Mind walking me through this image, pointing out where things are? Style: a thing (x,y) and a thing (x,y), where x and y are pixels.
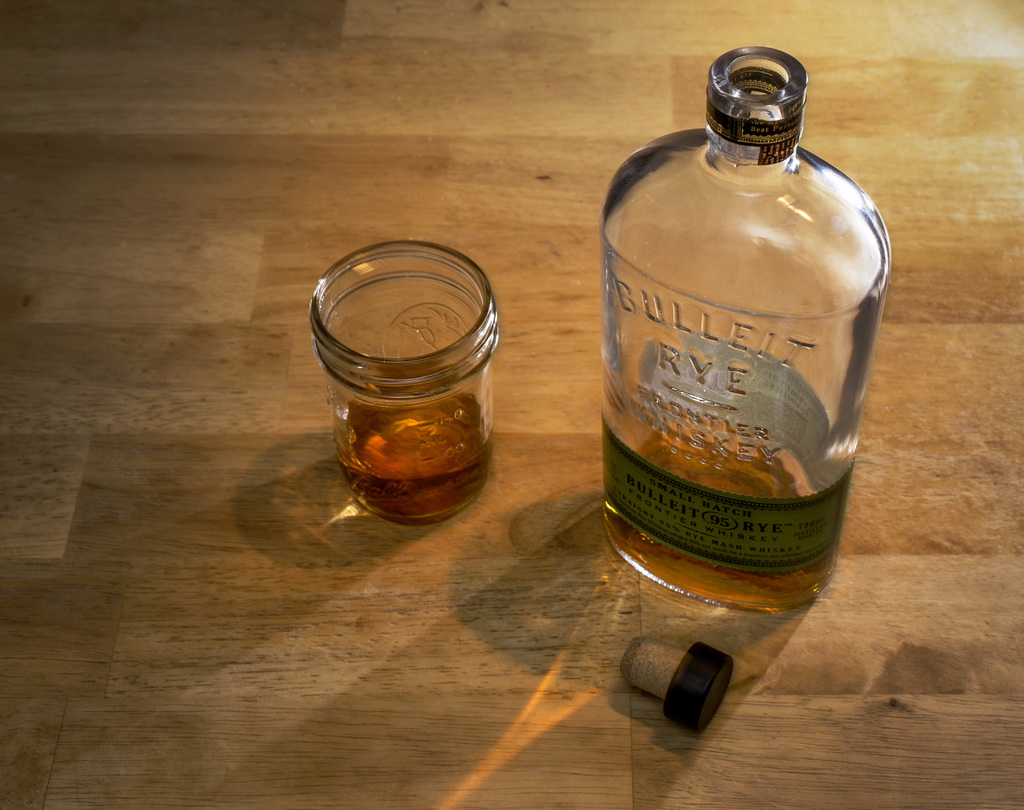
One bottle (635,504) with cork (654,677) and a glass (323,325) is present in the picture.
